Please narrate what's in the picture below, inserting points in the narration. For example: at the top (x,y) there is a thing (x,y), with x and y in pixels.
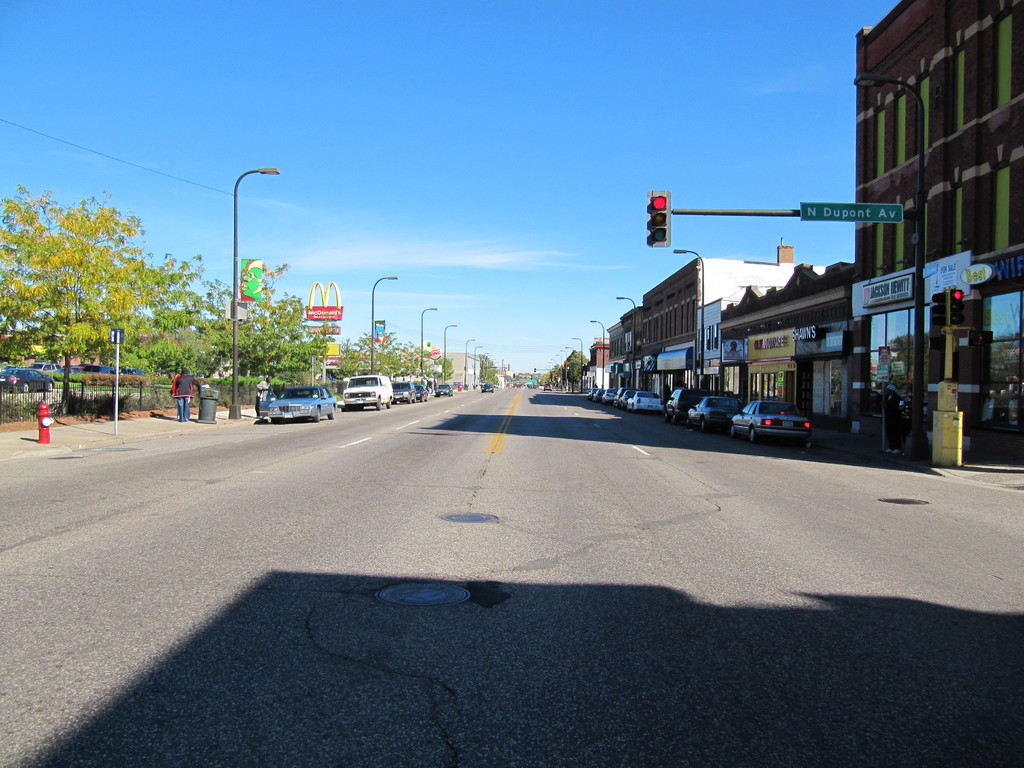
Here we can see vehicles (377,385) are parking on the road (234,459) and we can see hydrant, lights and traffic signals (958,318) on poles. We can see buildings (962,227), trees (204,355) and sky (443,178).
